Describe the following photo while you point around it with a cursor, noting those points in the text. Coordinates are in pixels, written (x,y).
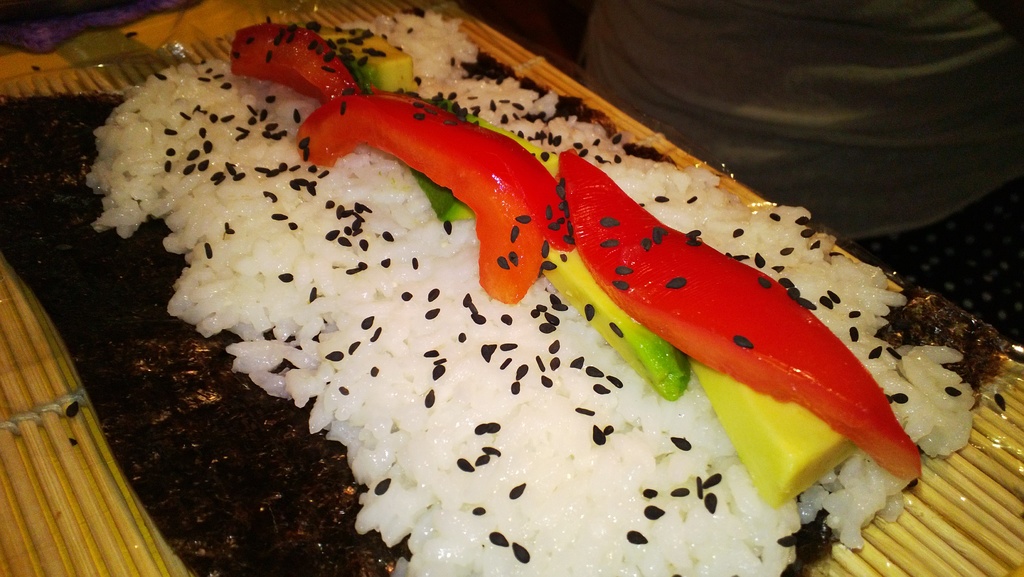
In the image, on the wooden mat (62,90) there is a food item (188,291) with rice (440,300), sesame seeds (614,327) and some other items (538,241).
